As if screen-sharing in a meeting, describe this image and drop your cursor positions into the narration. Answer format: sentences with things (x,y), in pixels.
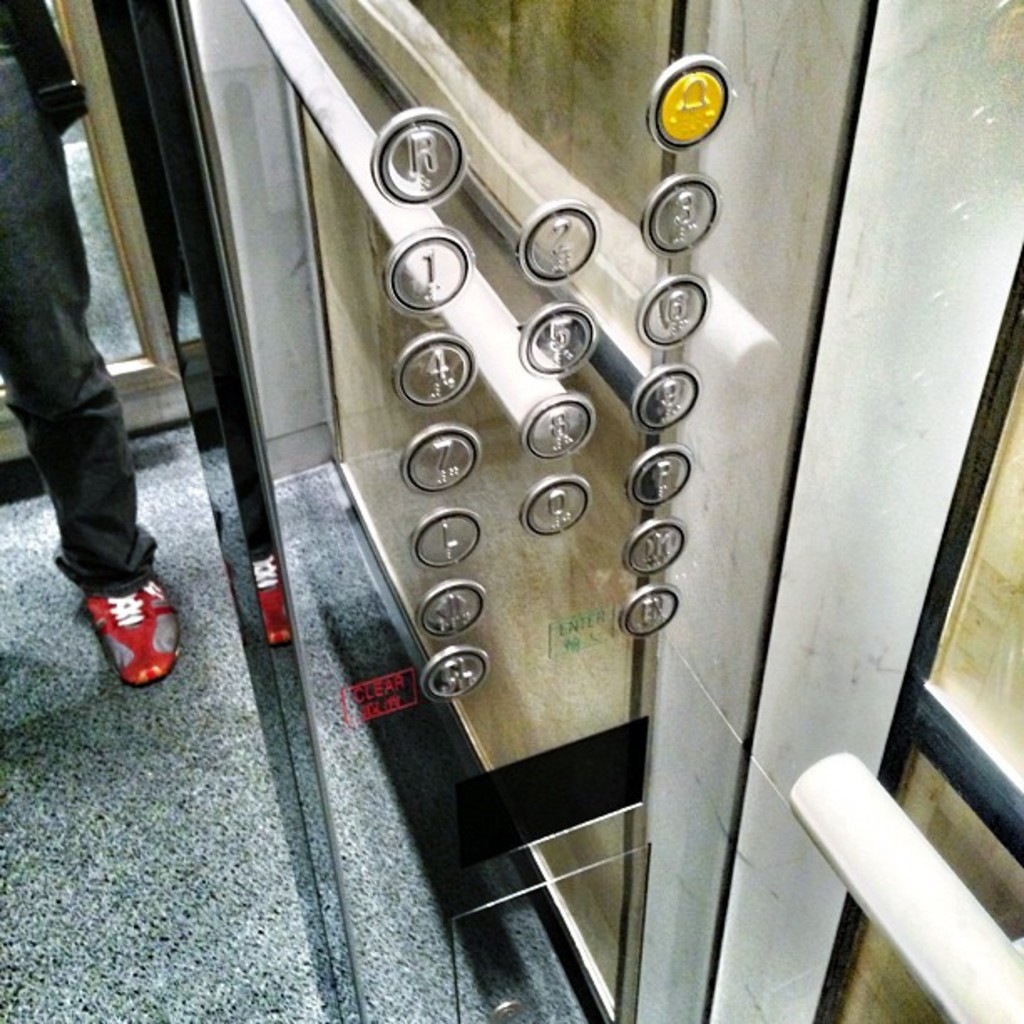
In the image we can see there is a person (70,558) standing in the elevator (89,796) and there are buttons (540,411) on the elevator (700,601).
